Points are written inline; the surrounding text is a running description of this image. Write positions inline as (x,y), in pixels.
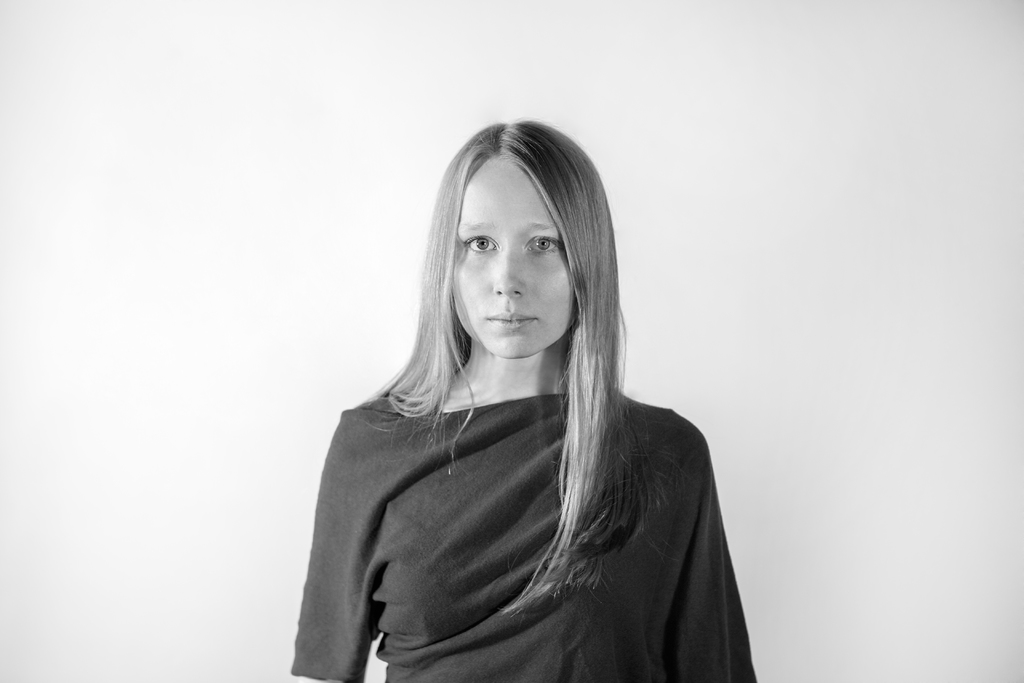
In this image we can see a woman (430,323), and the background (700,266) is white in color, also the picture is taken in black and white mode.
